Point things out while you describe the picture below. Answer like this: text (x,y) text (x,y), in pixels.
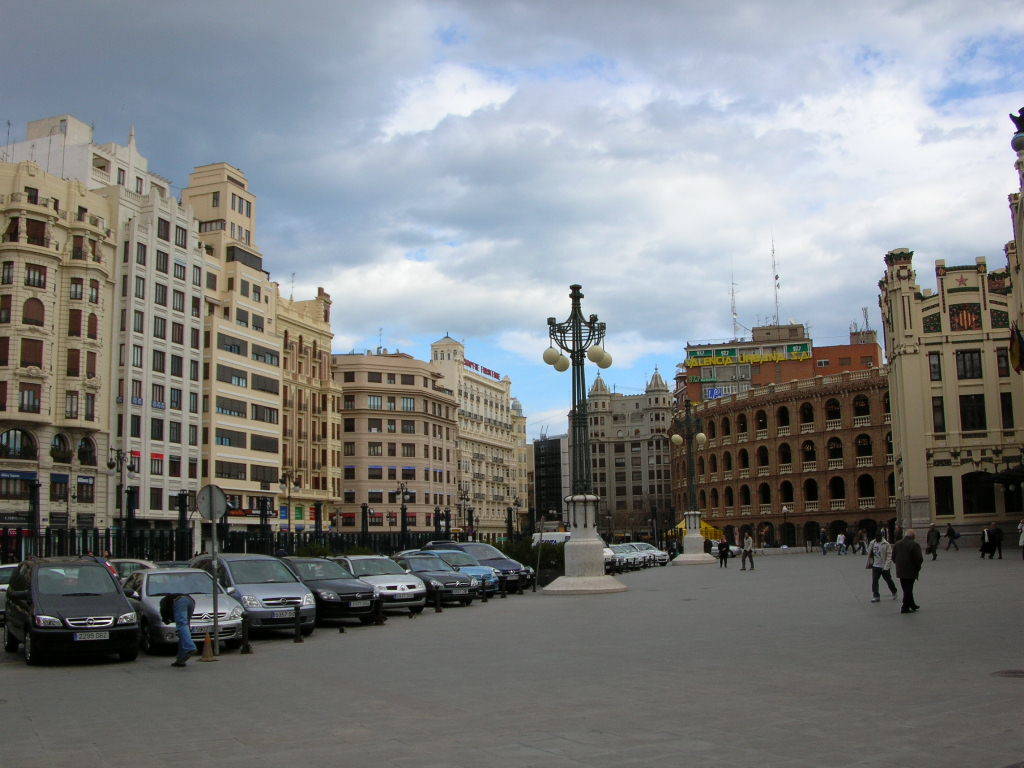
In the center of the image (583,404) there is a light pole (584,520). On the right side of the image (738,470) we can see persons (873,599) and buildings (852,505). On the left side (59,192) there is a buildings (257,411), fencing (139,531), sign board (221,498), vehicles (205,627) and person (189,630). In the background (597,171) there is a sky (638,189) and clouds (573,180).
